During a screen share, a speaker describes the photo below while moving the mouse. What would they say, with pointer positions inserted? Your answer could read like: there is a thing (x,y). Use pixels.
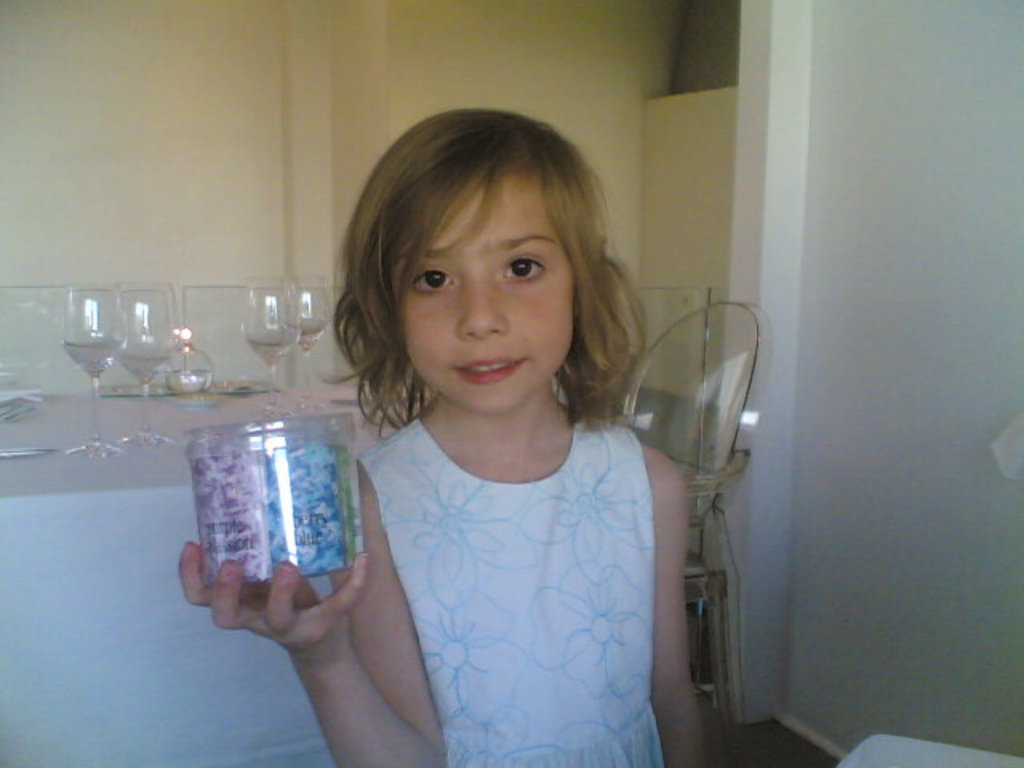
In this image in the front (468,508) there is a girl (481,549) standing and holding an object (274,523) in her hand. In the background (231,367) there are glasses (259,324) and there is a wall (358,122) which is yellow in colour.
